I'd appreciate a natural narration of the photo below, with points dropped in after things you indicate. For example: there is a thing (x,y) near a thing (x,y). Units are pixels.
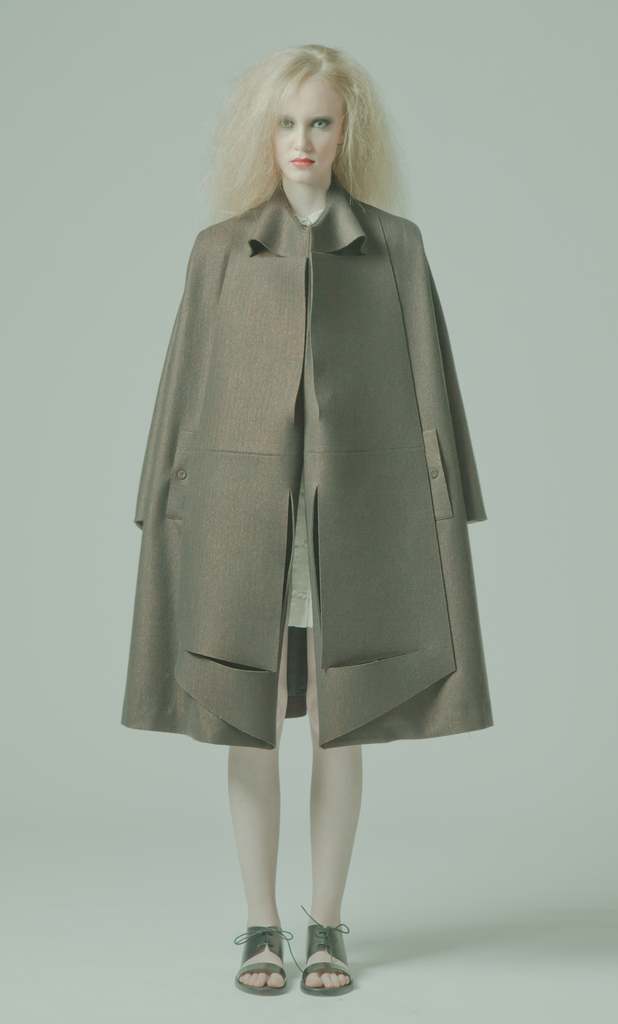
In the image there is a lady (265,560) standing and she wore a jacket (380,673).
